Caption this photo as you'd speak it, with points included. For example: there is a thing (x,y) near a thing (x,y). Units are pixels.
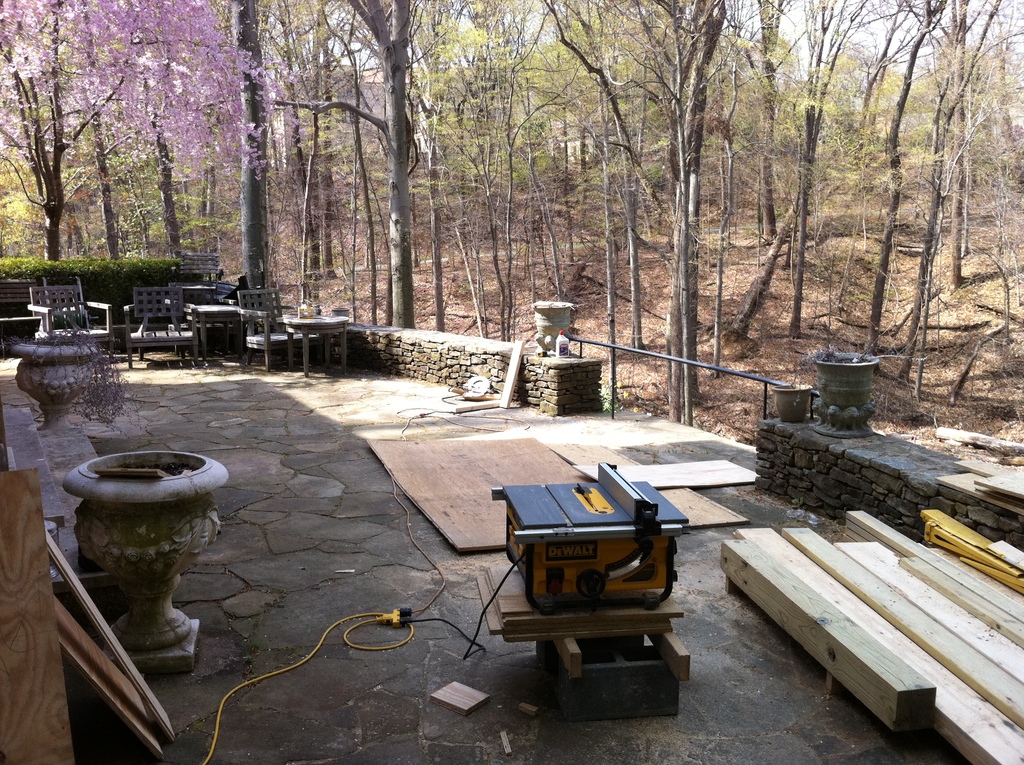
In the picture we can see a forest area (526,243) with a path (272,719) with tiles (286,729) on it we can see some chairs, wooden planks (40,620), and cutting machines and around the path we can see wall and behind it we can see full of trees (647,187).
